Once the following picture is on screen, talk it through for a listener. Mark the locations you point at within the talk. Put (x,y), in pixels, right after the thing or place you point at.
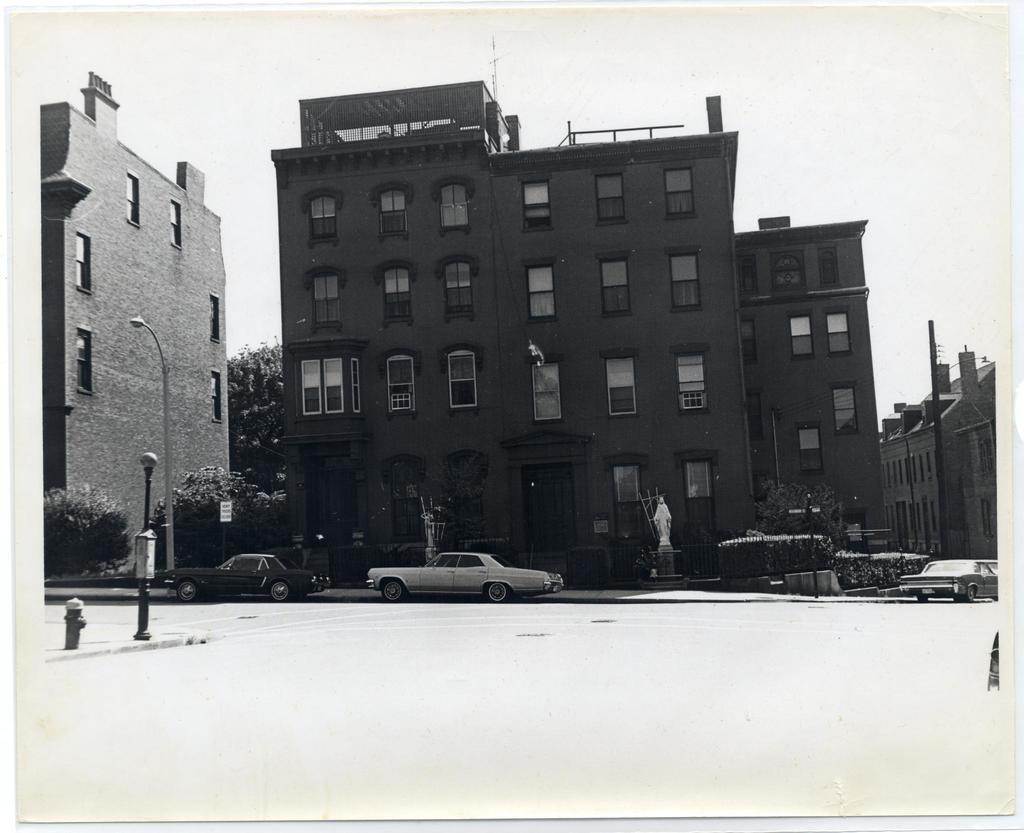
Vehicles (255,562) are on the road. In this picture we can see buildings (778,393), light poles (172,557), tree (255,375), statue (659,512) and plants (118,546). Background (929,144) we can see the sky (783,136).
